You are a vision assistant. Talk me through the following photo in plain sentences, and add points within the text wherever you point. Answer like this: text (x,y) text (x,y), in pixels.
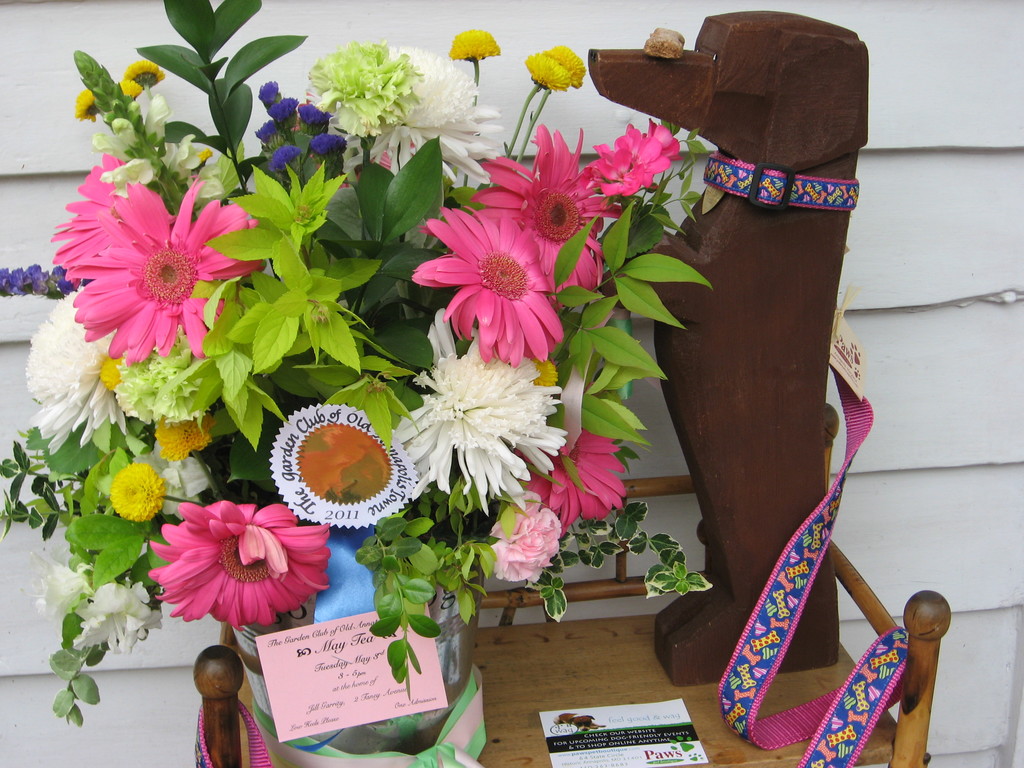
In this image there are a few flowers (181,276) placed on a table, beside the flowers (519,402) there is a dog's structure (705,248) made from wood (706,422).
